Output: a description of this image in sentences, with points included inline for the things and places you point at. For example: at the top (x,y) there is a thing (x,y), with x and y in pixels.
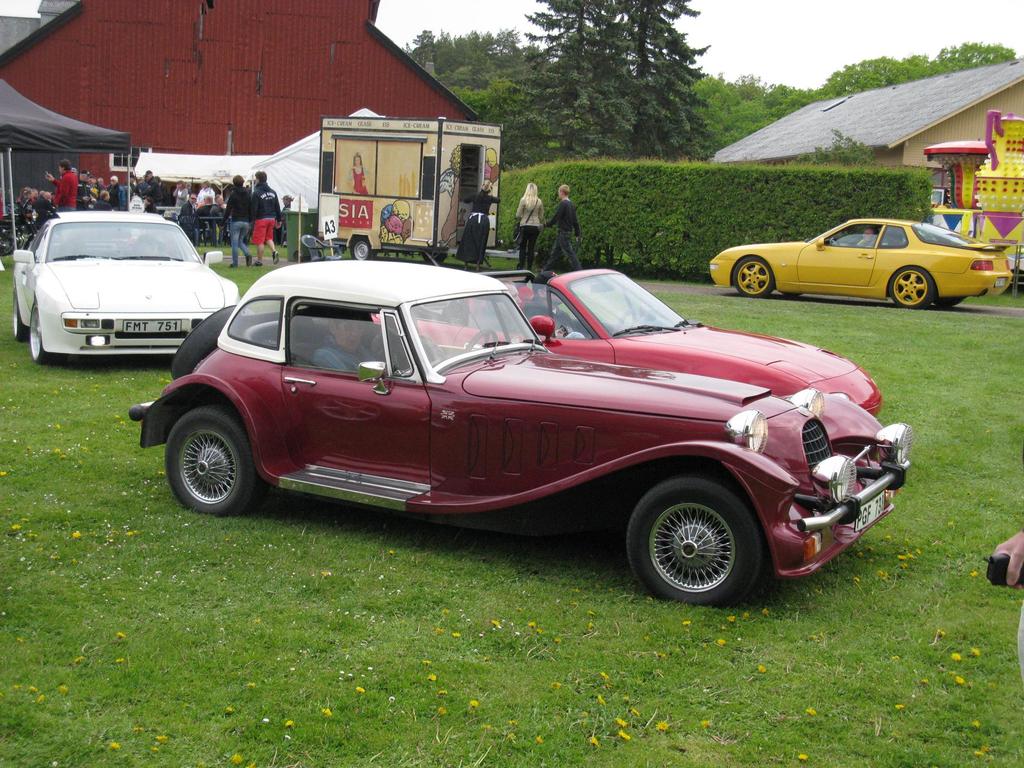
In the center of the image (425,368) there are cars (851,266) and we can see people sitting in the cars (437,374). In the background (524,216) there are people (524,216) and we can see tents (99,126) and sheds (237,73). There are trees (665,78) and sky (685,26).
